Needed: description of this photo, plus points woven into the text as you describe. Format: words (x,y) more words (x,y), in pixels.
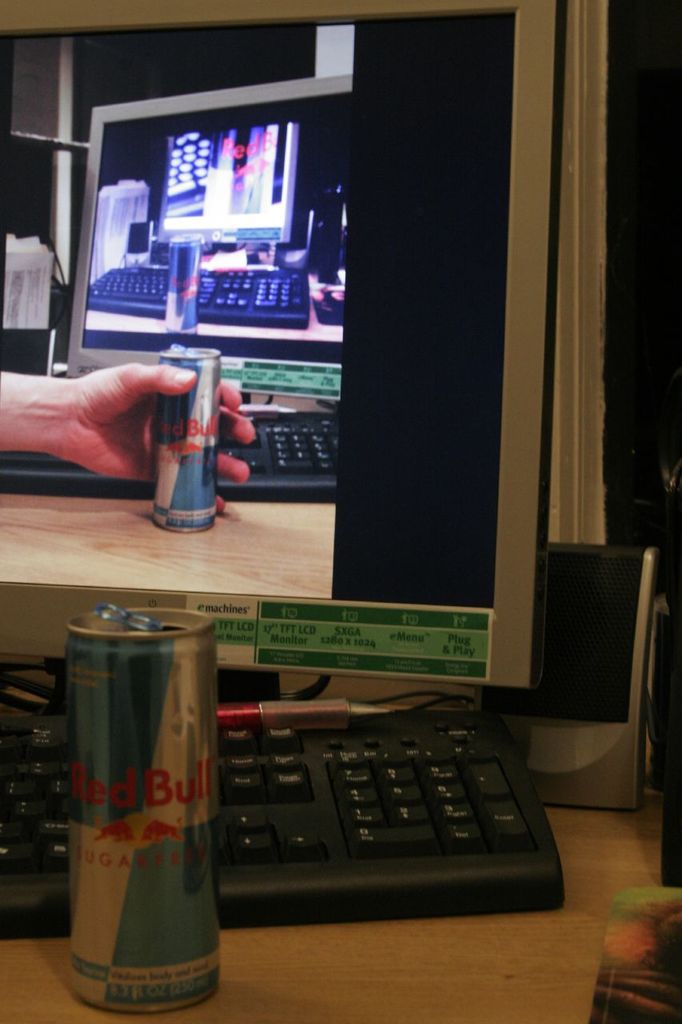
In this picture there is a red bull (184,766) and a monitor (265,666) on the table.
